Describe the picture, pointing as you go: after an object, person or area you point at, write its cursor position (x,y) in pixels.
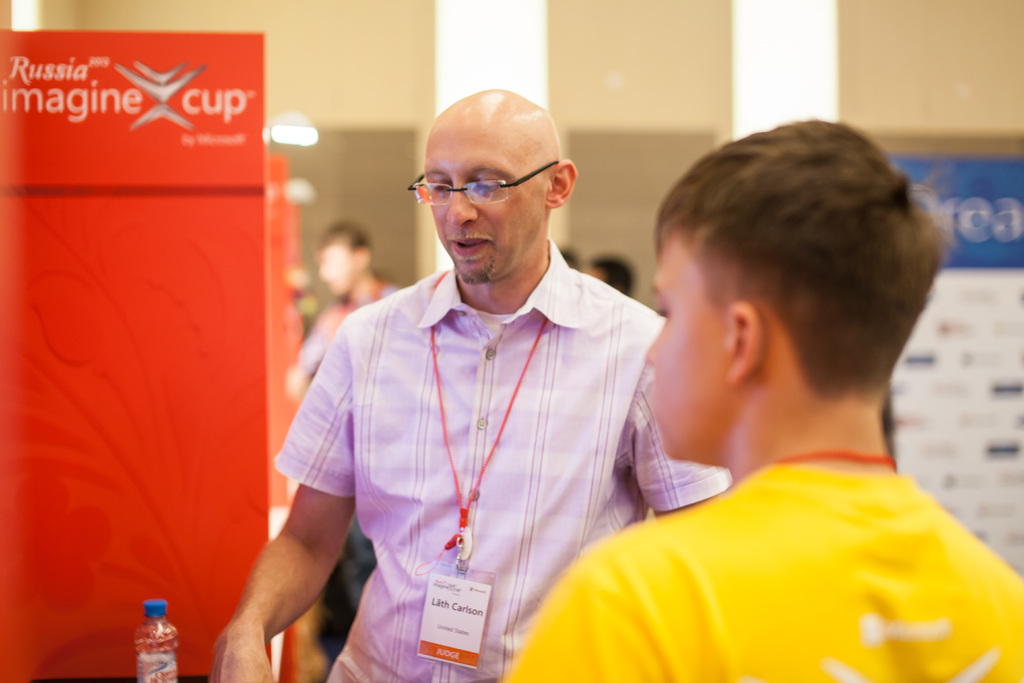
In this image there is a man (447,370) in the middle (447,370) who is wearing an id card (460,582). In front of him there is another boy (760,637). On the left side (173,641) there is a bottle (176,641). In the background (487,81) there are pillars (444,69). On the left side (80,277) there is a red color board (120,226). On the right side (976,363) there is a hoarding (984,302) in the background (1005,277). There are few people (332,269) standing near the pillars (800,26).
